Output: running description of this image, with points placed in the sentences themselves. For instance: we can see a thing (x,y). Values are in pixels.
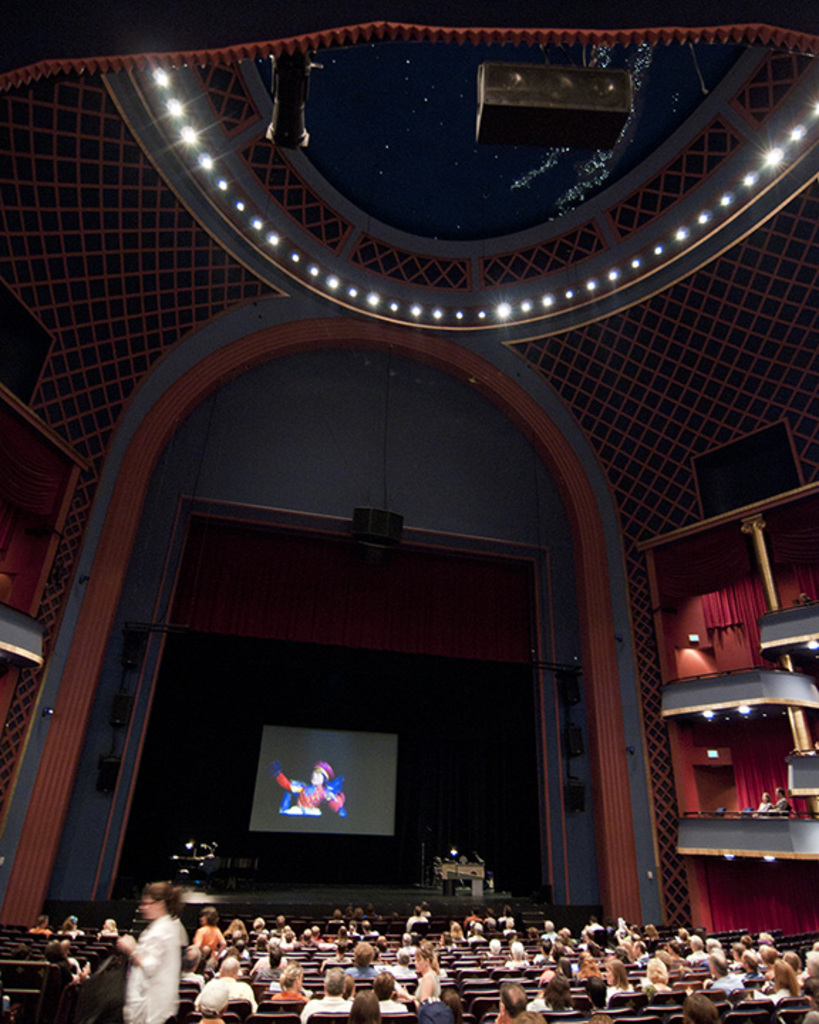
In this image we can see sky (346,110), electric lights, projector (380,531), display screen (342,829), musical instruments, dais (341,885), persons (376,975) sitting on the benches (109,937), walls (602,511) and curtains (466,792).
